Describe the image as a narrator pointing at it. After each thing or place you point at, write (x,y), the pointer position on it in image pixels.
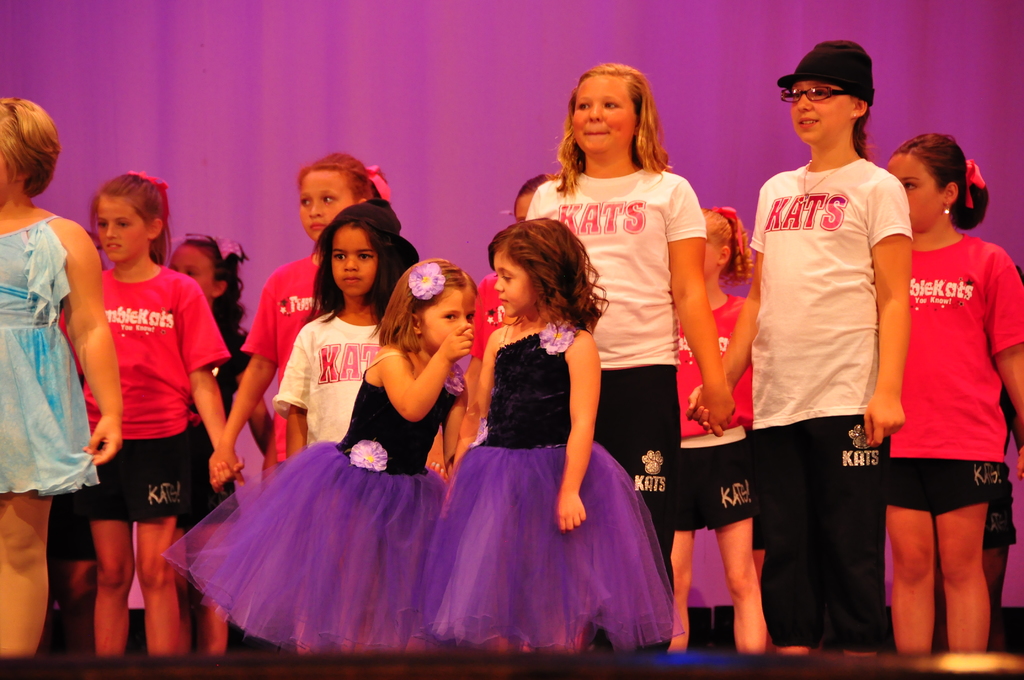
In this image I can see a group of people (438,389) standing and wearing different color dresses (845,354). Background (486,74) is in purple color.
